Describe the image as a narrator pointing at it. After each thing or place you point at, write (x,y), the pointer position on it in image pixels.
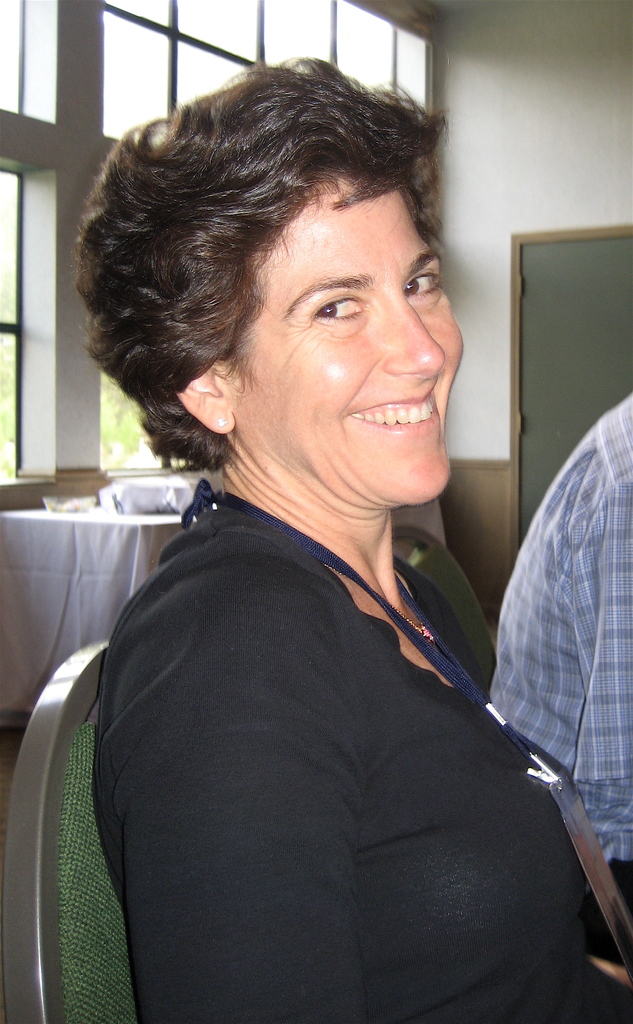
In the center of the image (322,378) we can see a lady (264,608) is sitting on a chair (77,903) and smiling. On the right side of the image (615,699) we can see a person (581,696). In the middle of the image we can see a table (136,520). On the table (121,557) we can see a cloth (101,552) and some objects (90,502). In the background of the image (76,447) we can see the wall (488,336), board (565,328), windows (5,372).
